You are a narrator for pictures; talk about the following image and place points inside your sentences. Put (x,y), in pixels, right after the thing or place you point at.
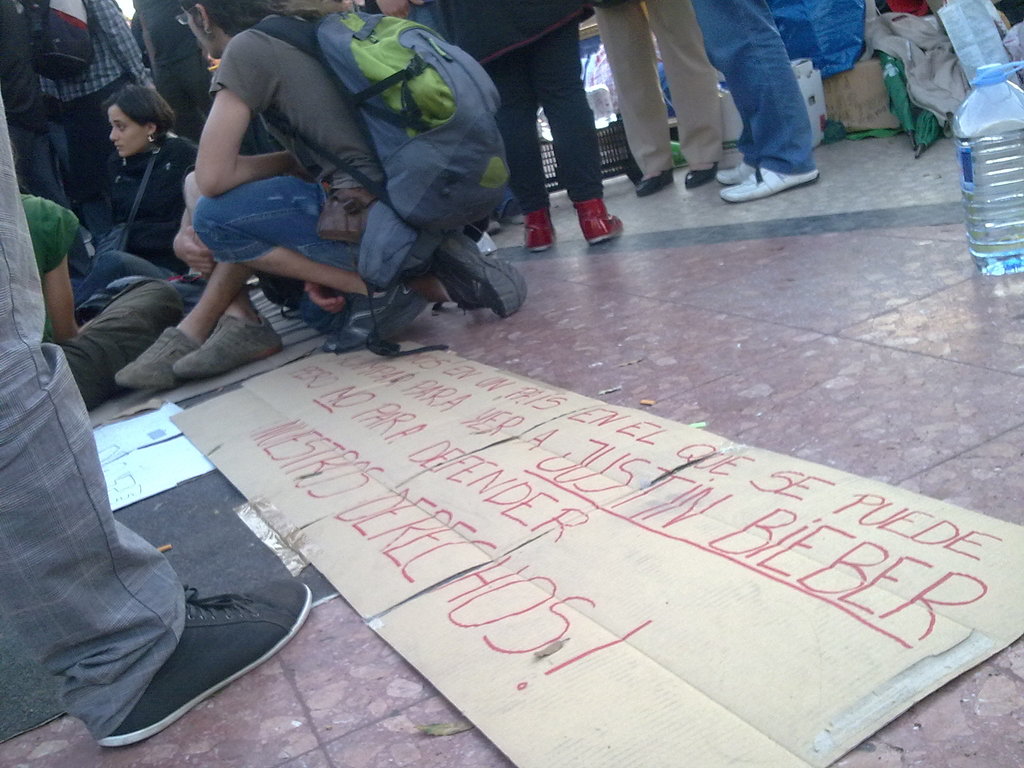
In this image I can see few people (124,238) are sitting on the floor (282,333) and few people (535,80) are standing. On the right side of the image (1004,173) there is a bottle (1005,214). On the floor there is a sheet (667,549). On the top right corner of the image (914,46) there are some clothes (943,60).
